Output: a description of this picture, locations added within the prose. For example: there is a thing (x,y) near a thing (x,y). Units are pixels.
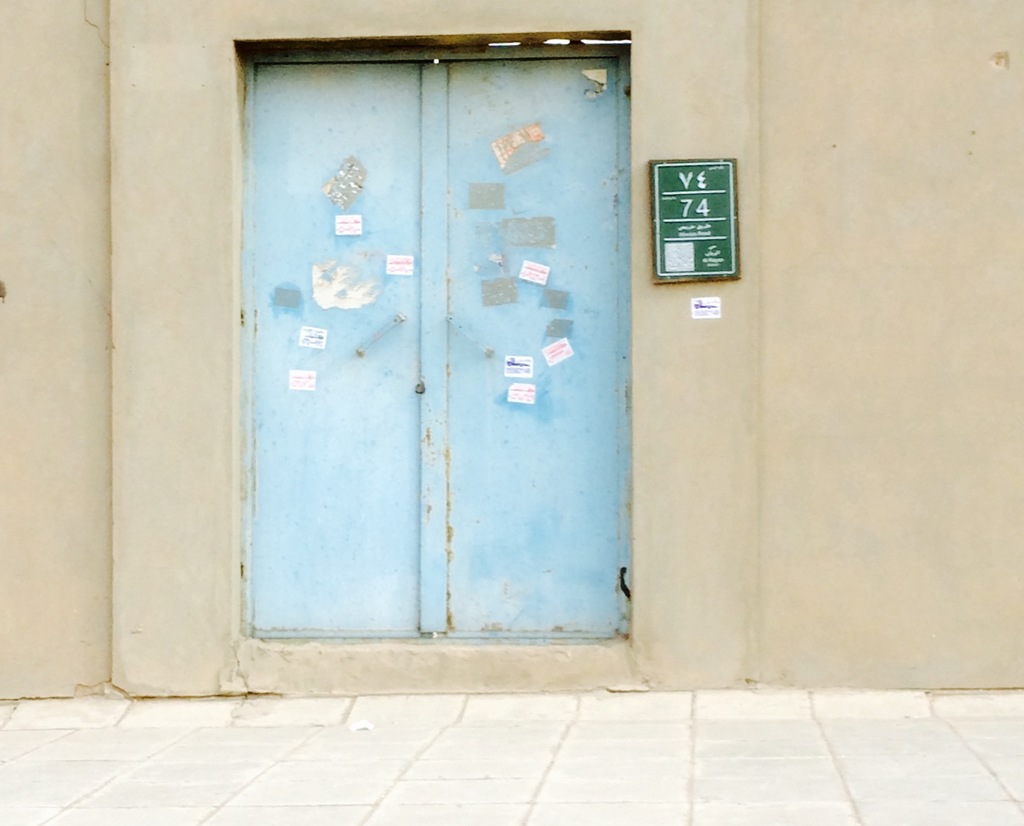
In this image there is a door (387,495) of a house (24,11), where there are labels (356,168) stick to the door (477,226), and there is a board (698,191) attached to the wall (787,93).
